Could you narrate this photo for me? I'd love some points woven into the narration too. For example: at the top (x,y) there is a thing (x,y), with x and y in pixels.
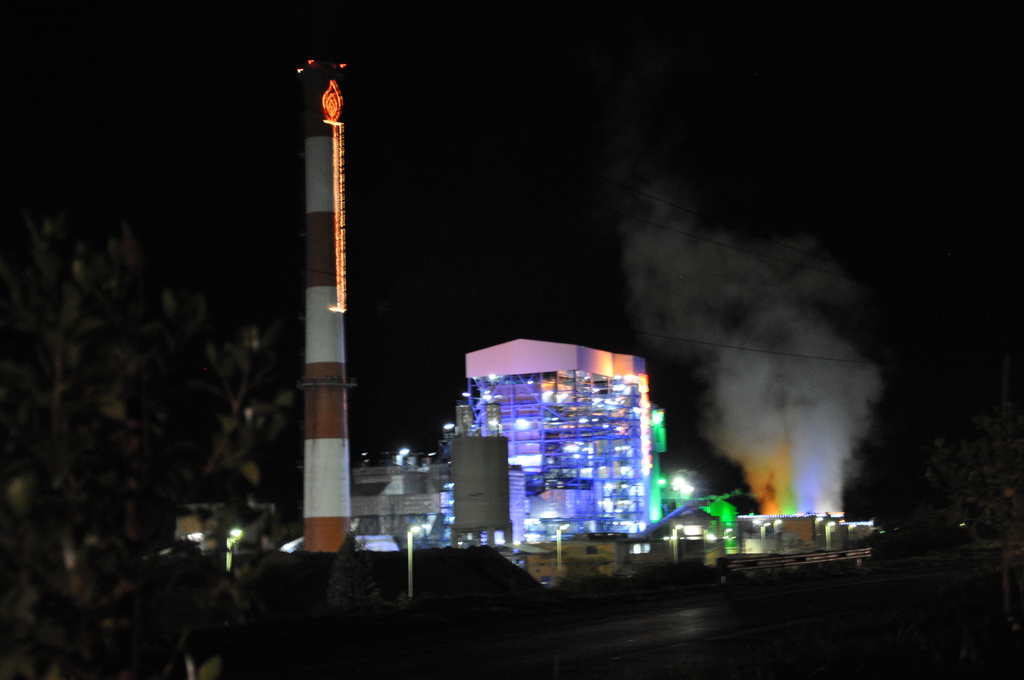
In this image I can see some buildings (624,509). On the left side (174,424) I can see a tree (151,468). I can see the lights (681,493).
